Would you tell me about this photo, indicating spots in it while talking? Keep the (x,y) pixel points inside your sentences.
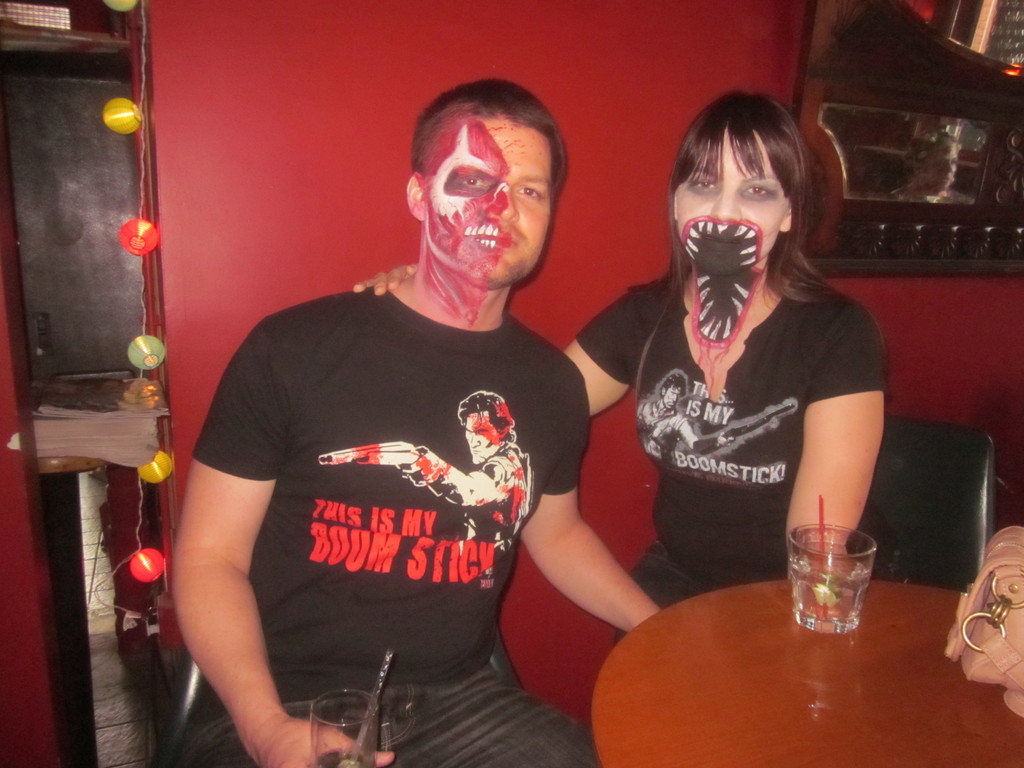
In this picture there are two people (523,143) those who are sitting on the chairs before a table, the boy (525,178) who is at the center of the image (458,332) is having a monster print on his half face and the lady (762,112) who is sitting beside him is also having a monster print (703,280) on her face (694,264), there is a glass of juice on the table (870,589).
